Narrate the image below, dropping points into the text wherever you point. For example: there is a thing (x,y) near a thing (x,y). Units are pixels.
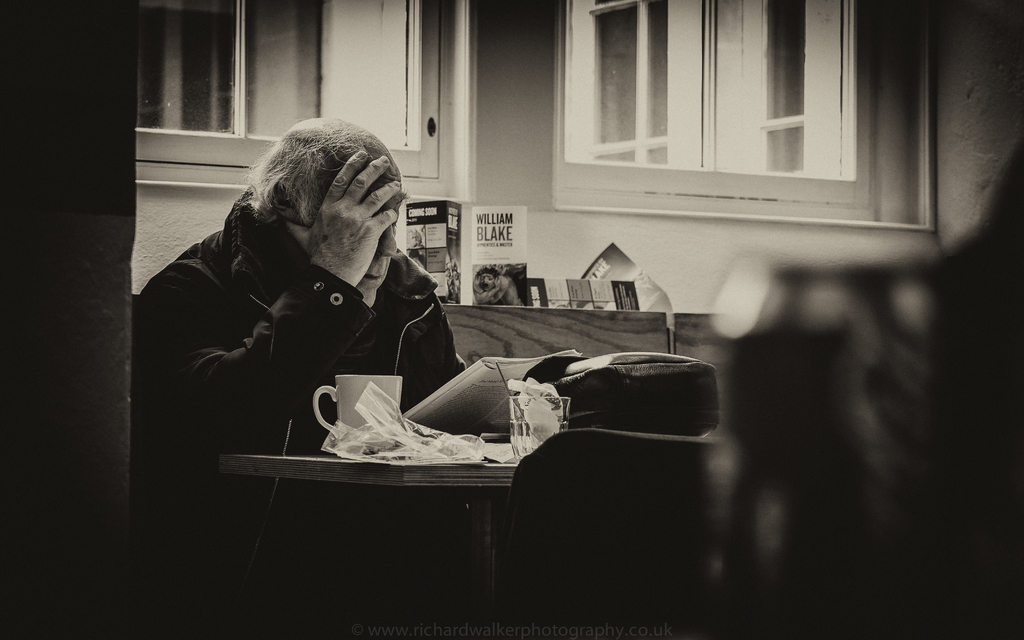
This is a black and white picture. I can see a person (275,410) sitting, there is a book (441,394), glass (528,439), cup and some other objects (414,451) on the table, and in the background (514,138) there are windows (800,20) and a wall (700,234).
